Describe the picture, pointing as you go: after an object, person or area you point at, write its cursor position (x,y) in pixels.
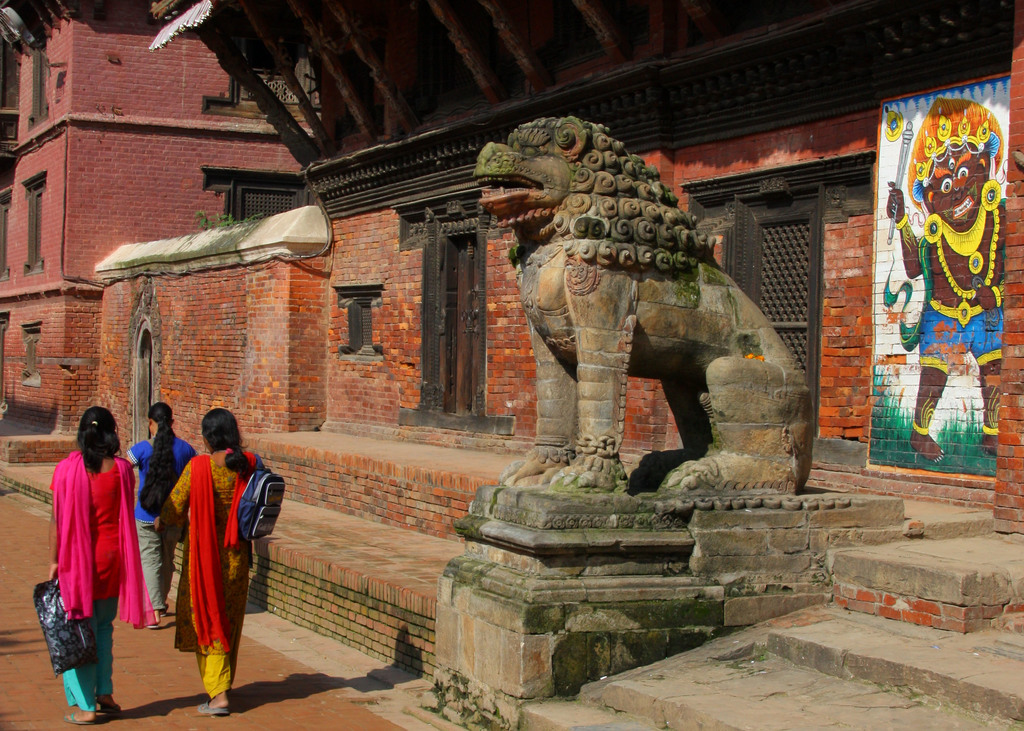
In this picture we can see persons (216,639) on the ground (138,635) and in the background (263,594) we can see a statue (519,522), buildings (188,388), wall (282,583).
